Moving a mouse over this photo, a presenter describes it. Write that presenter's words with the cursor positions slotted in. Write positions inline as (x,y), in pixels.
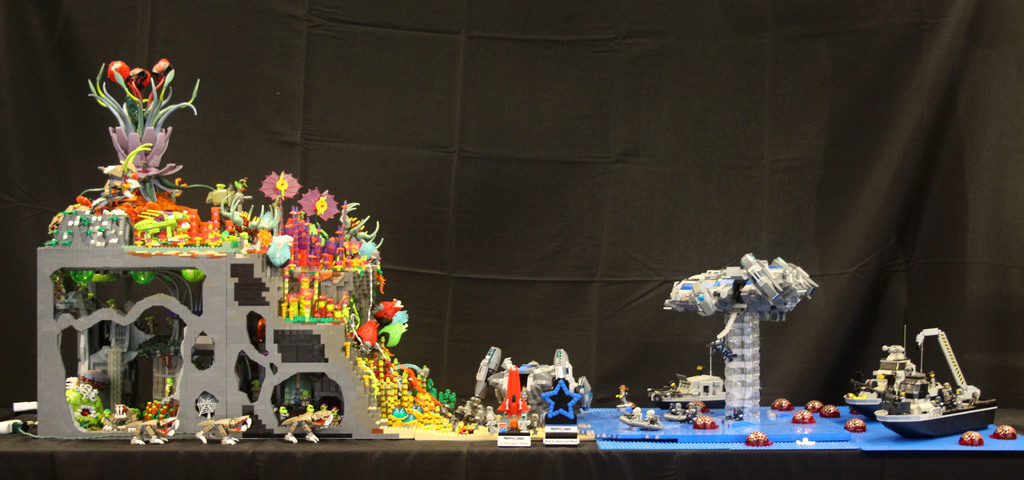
In this image I can see few toys (347,325) and I can see the miniatures of few boats (848,398) and I can see few flowers (263,231) in multi color. In the background (601,132) I can see few curtains (516,197) in black color.
